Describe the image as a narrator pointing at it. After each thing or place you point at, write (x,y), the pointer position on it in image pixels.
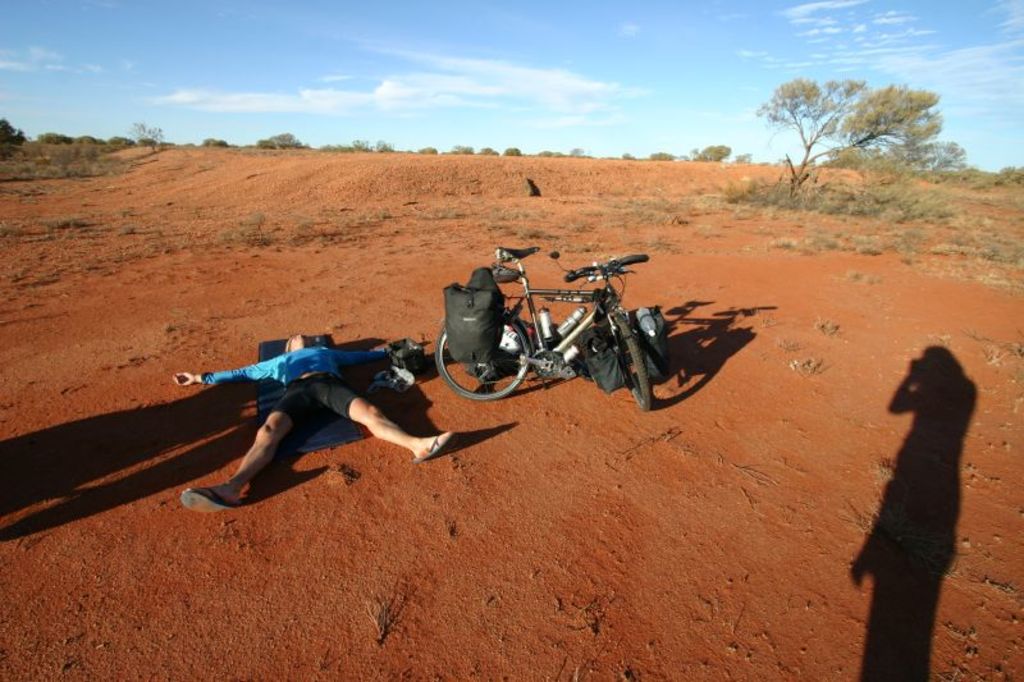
On the left side (300,407), there is a person (300,350) in a blue color t-shirt (260,372), lying on a violet color mat (264,355), which is on a dry land (306,519). On the right side (922,678), there is a shadow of a person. In the middle of this image (654,353), there is a bicycle (641,387) parked. In the background (995,170), there are trees (943,171) and plants (700,154) on the ground (716,191) and there are clouds (314,87) in the sky (224,53).
